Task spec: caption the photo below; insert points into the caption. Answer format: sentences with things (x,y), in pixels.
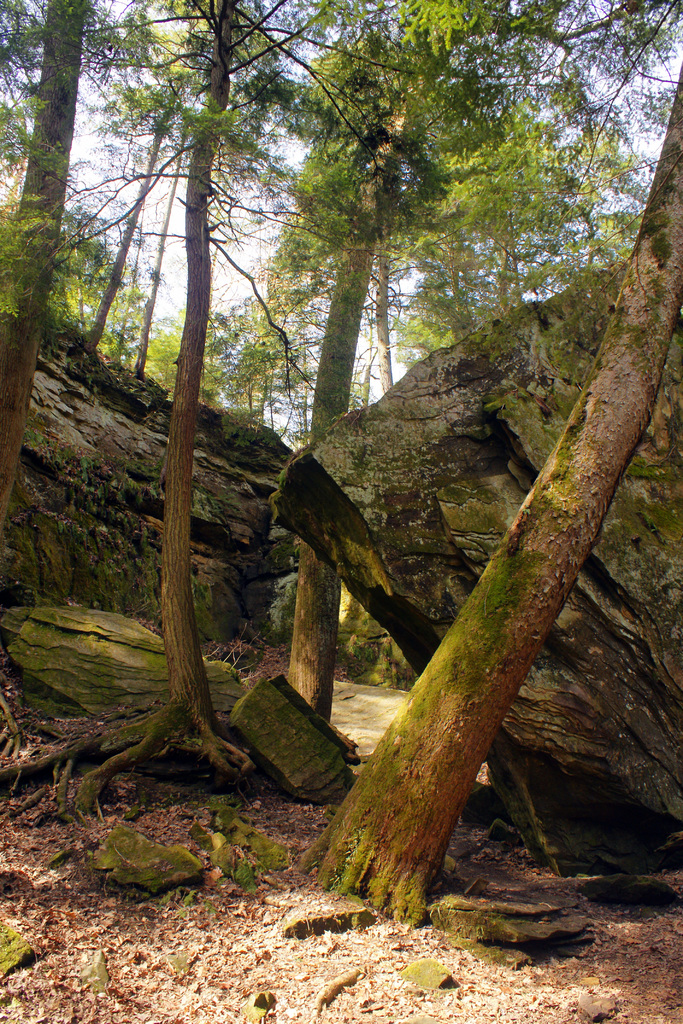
In this picture I can see few rocks (385,414) in front (420,423) and I see number of trees (233,385). In the background (224,240) I can see the sky (289,62).
